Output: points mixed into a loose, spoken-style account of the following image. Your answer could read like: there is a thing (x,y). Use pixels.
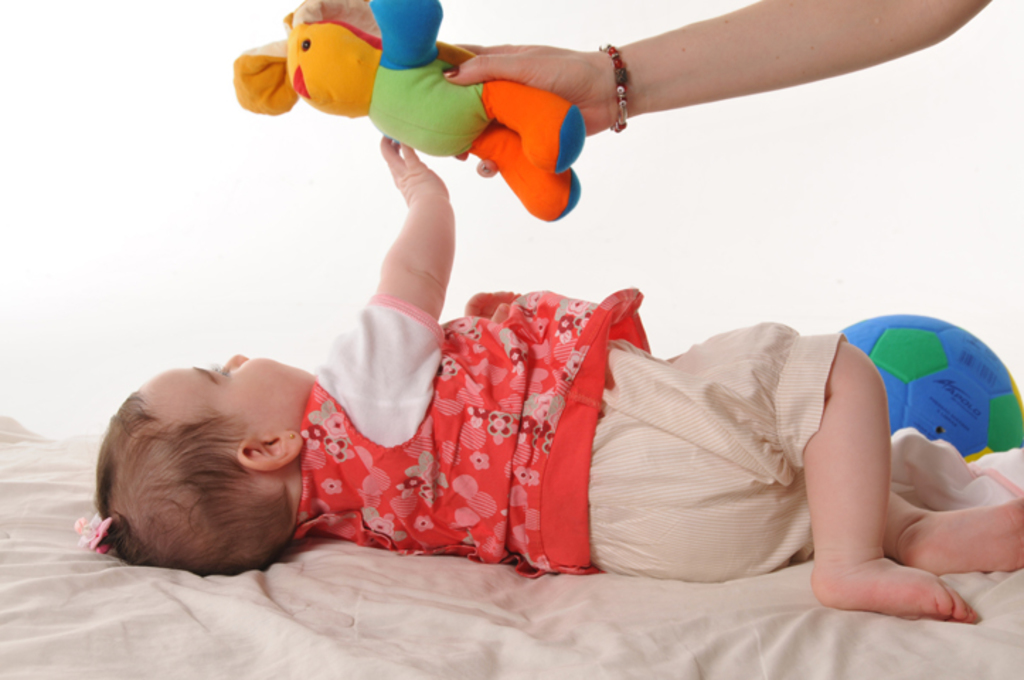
In this image I can see a hand (611,88) of a person (588,63) holding a doll (436,14) and showing to baby (147,403). Baby (324,444) is in red t shirt (543,331) and cream color of shorts (650,455). In the background (904,363) I can see a football (909,395) and also I can see baby (710,512) is lying on bed (557,657).
